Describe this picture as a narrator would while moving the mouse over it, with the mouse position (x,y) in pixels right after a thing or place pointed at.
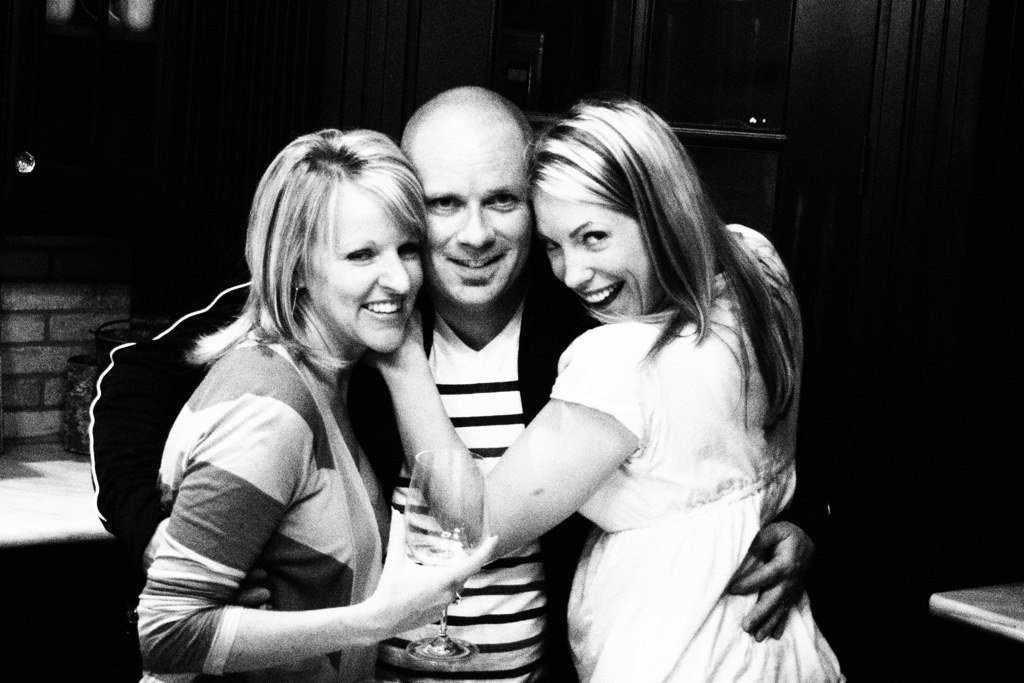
In this image in the middle (488,418) there is a man (469,294). On both sides there are two ladies (572,284). They all are smiling. In the background (283,73) there are cabinets (822,111). The background (876,143) is dark.
